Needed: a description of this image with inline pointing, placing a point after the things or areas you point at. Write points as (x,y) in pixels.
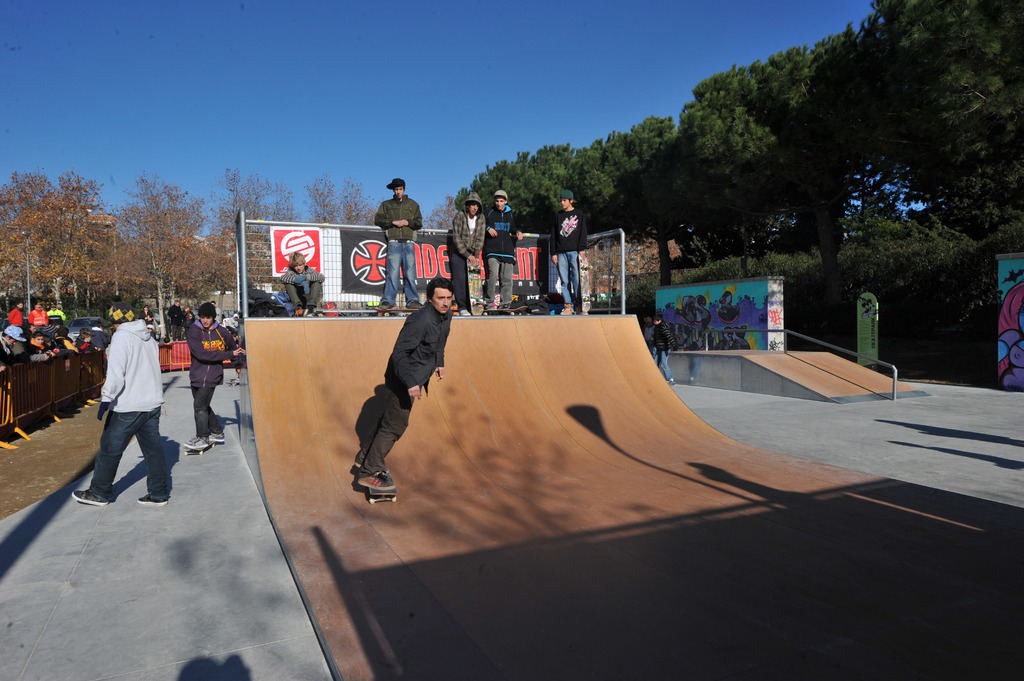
In this image there are people (121,339), metal railing (52,369) and trees (86,206) on the left corner (56,282). There is a ramp (413,465) at the bottom (669,529). There is a person (387,471) on the ramp (396,460) in the foreground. There are people (503,282) and posters (440,274) in the background (461,285). There is a ramp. There are people (652,341) and trees (761,163) on the right corner (924,324). There is sky (501,93) at the top (440,84).
